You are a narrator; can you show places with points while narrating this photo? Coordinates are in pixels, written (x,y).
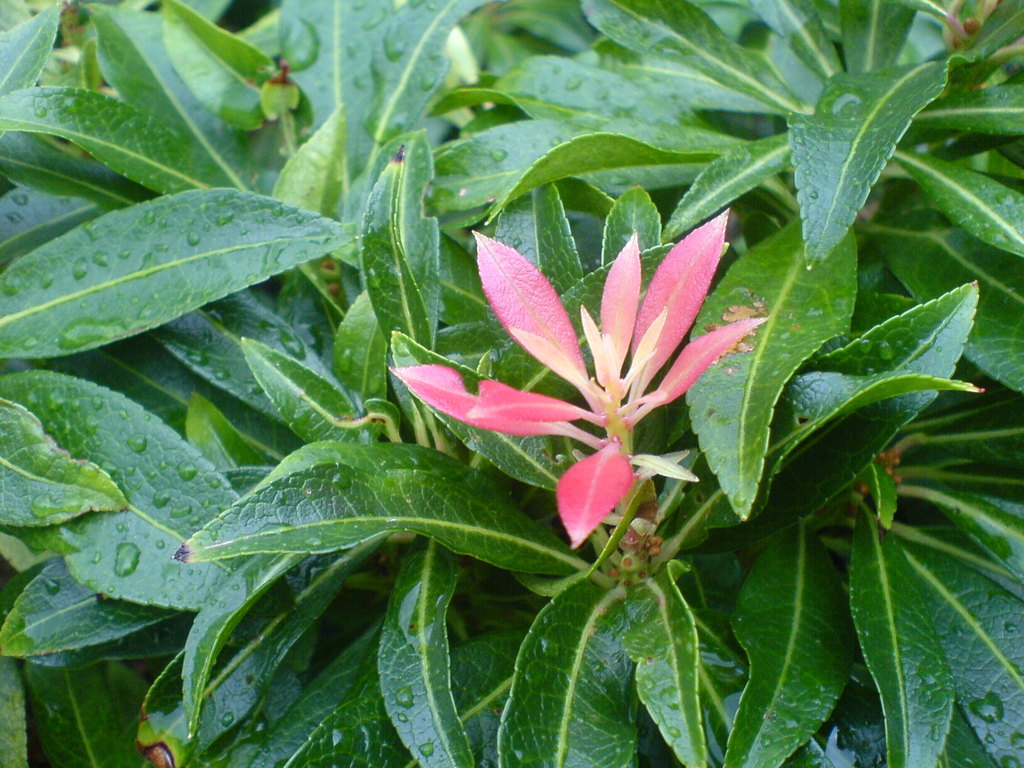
In this picture I can see the pink color leaves (625,478) on the plant (641,447), beside I can see many green color leaves (669,231). On that I can see the water drops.
